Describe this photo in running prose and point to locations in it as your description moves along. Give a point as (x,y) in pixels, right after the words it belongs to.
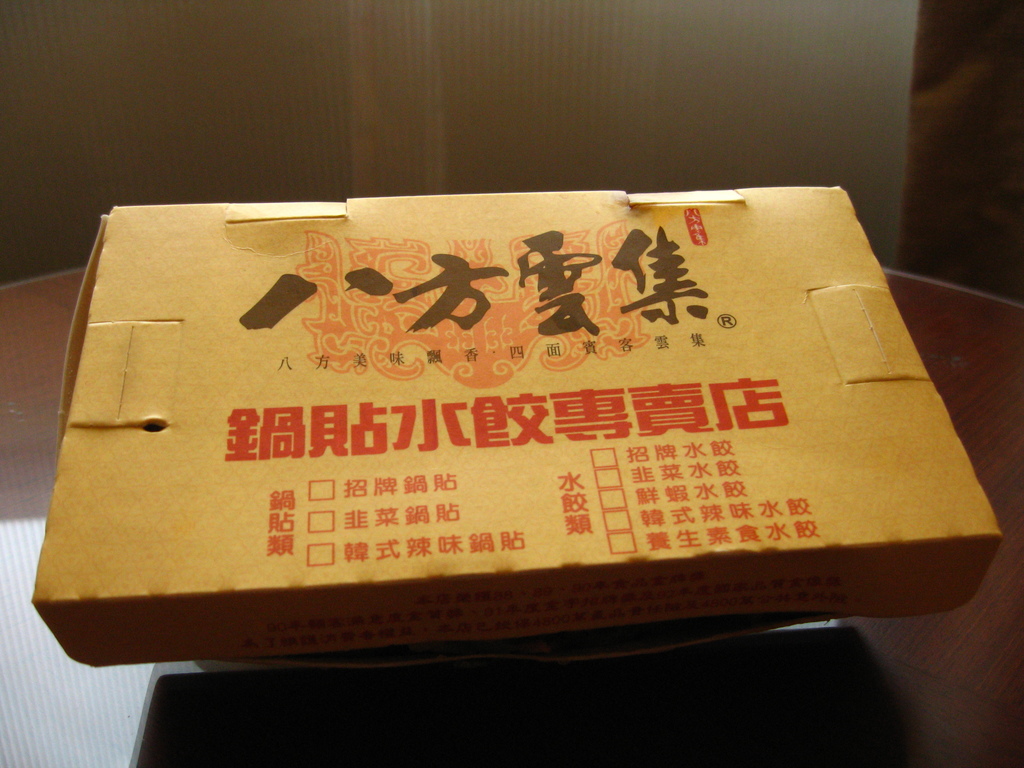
In this image there is a box (466,444) on the table (944,686) which is in the center (466,473). On the box (562,340) there are some prints (558,338).
